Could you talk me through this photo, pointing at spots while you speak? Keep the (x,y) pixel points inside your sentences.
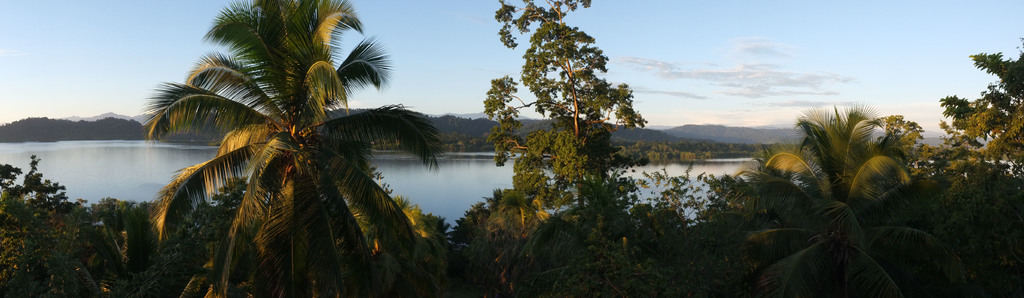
There are trees (373,237) at the bottom of this image (436,264) and there is surface of water (155,168) and mountains (108,120) in the middle of this image (442,153). There is a sky (471,89) at the top of this image (659,69).
